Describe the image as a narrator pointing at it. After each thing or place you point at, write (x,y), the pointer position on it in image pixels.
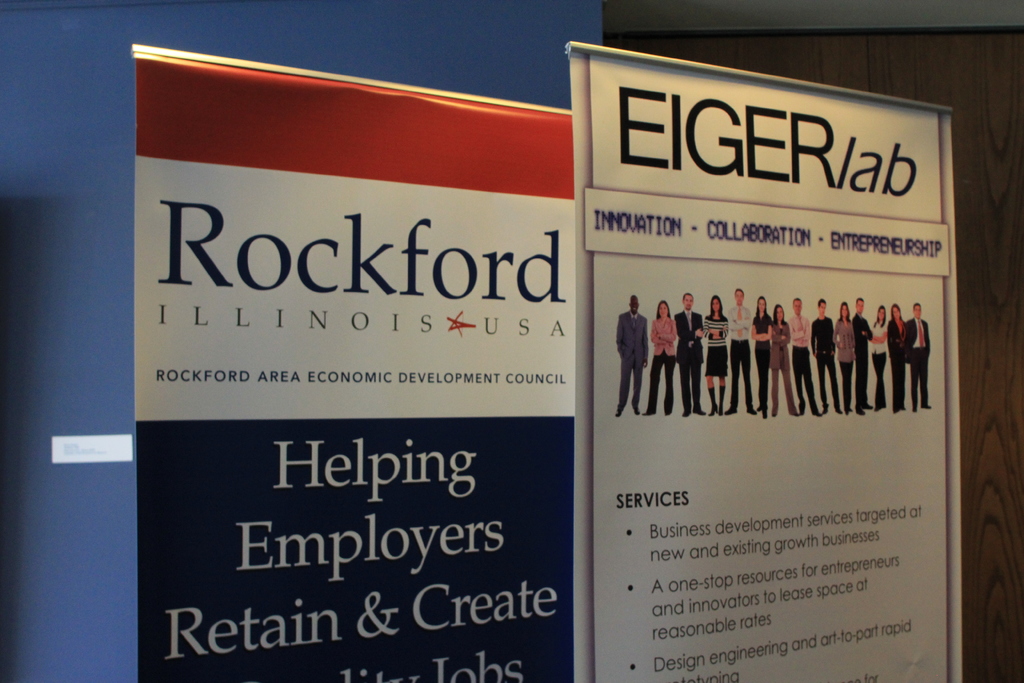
There are 2 banners (598,357), a blue wall (382,47) and a door (977,106) at the right (1001,265) back.
